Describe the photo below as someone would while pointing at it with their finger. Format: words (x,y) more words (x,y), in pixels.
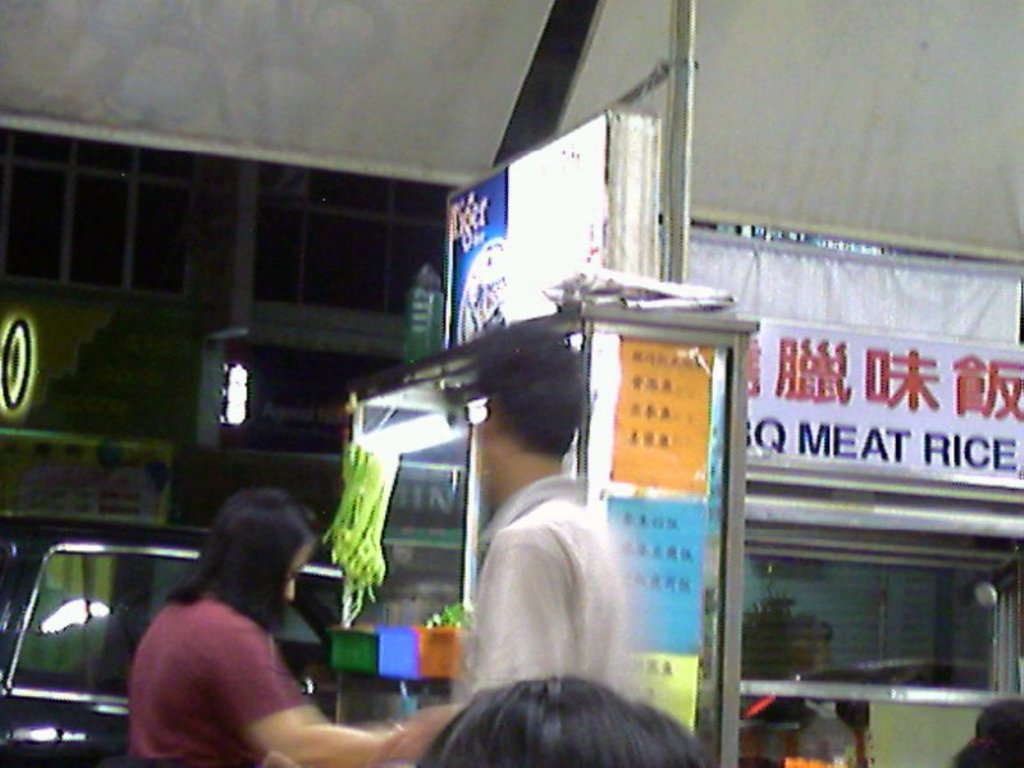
There are few people (575,699). In the back (397,206) there are buildings (366,294) with name boards (812,363). Also there is a vehicle (87,566). There are lights (405,419).
